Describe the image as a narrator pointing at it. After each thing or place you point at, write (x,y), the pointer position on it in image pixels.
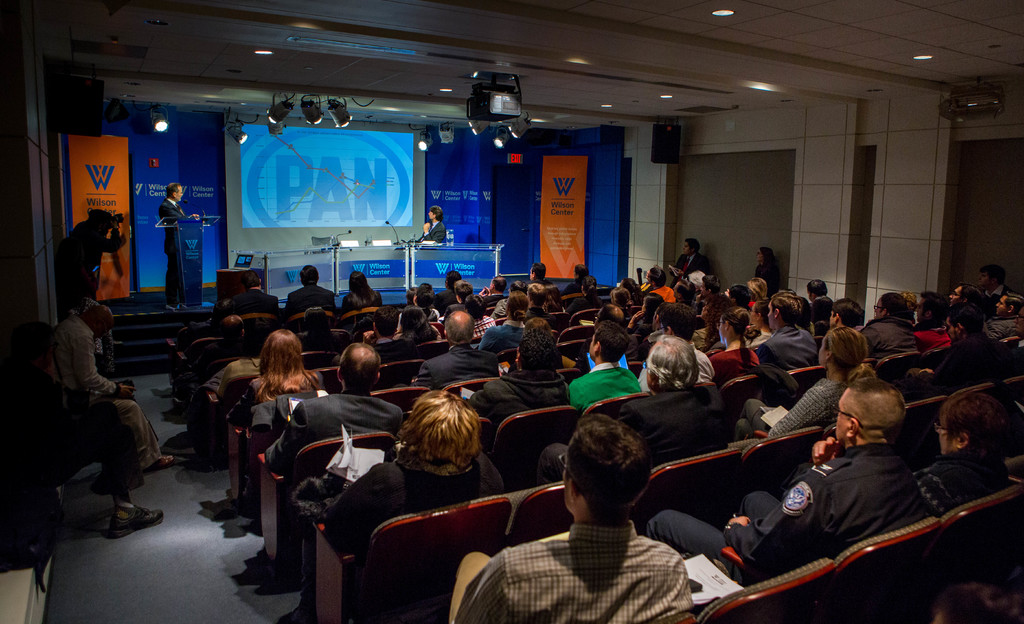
This picture shows an inner view of the indoor auditorium (687,113), there are many chairs (383,548). So many people (682,396) are there, three men (79,258) are standing and remaining all people (75,314) are sitting on chairs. some people (375,484) holding some objects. One person (104,231) is taking the photo. There are 2 tables (289,265), so many objects (387,243) are on that table (265,254). Projector screen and some objects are hanging on the wall (440,178), some text (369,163) is there on the wall (183,163). There are small and some medium sized lights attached to ceiling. Two speakers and two banners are there.
